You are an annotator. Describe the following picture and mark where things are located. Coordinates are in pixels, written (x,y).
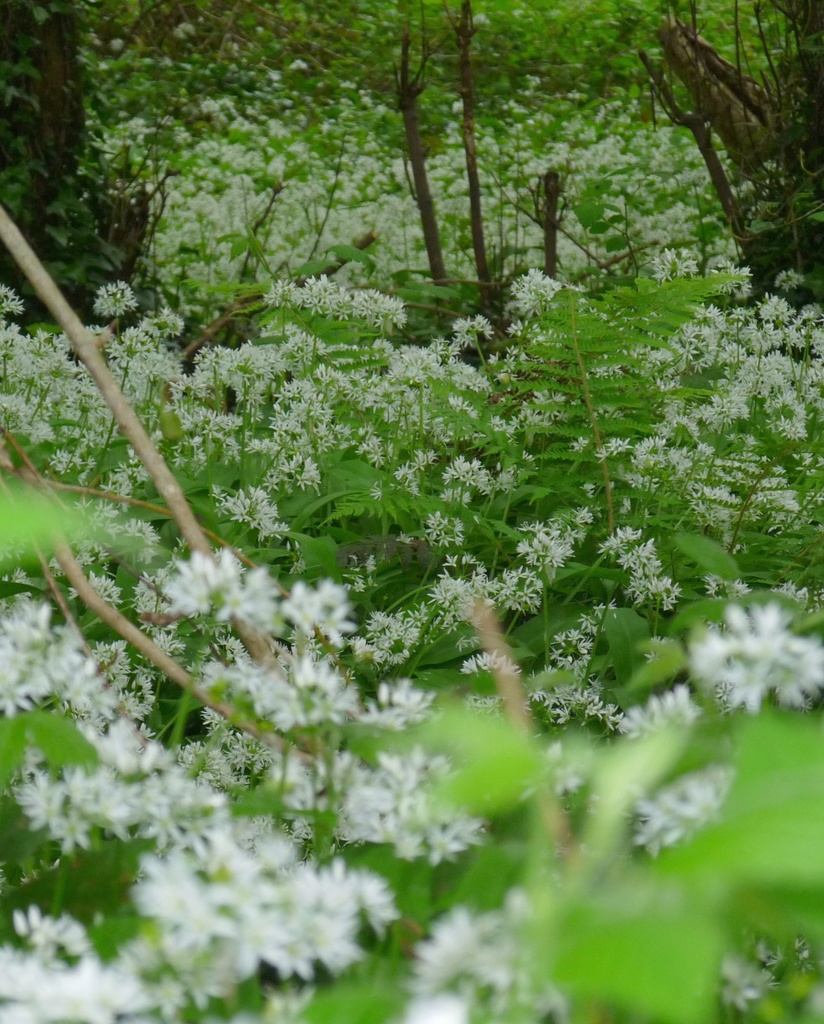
In this image I can see few trees (569,562) which are green in color and to the trees (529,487) I can see flowers (552,531) which are white in color.
